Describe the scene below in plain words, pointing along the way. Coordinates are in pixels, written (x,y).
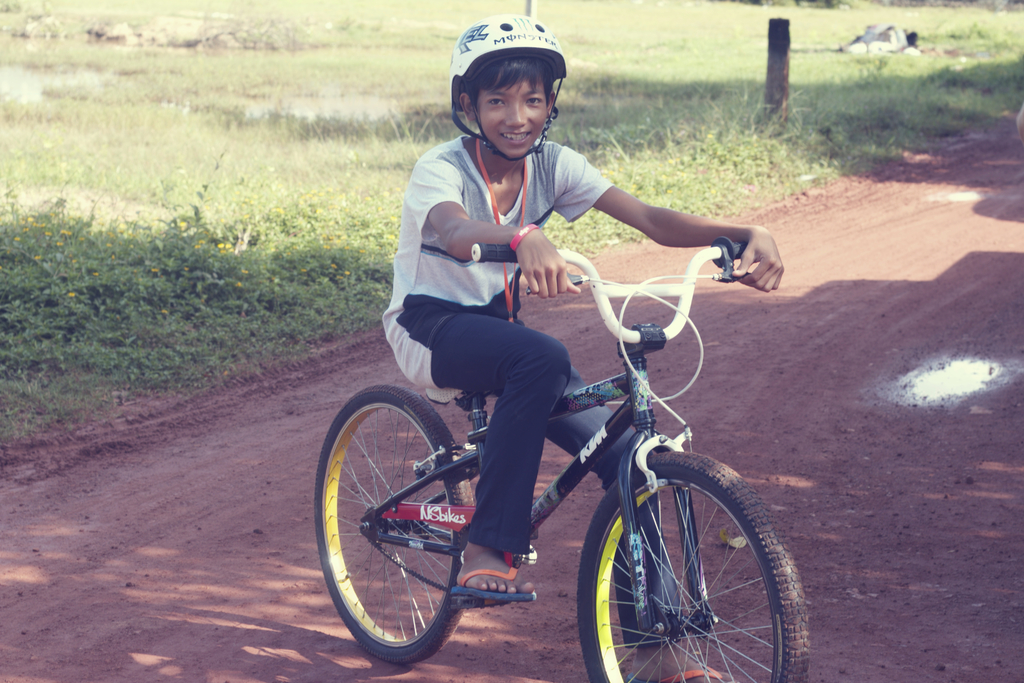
He is sitting on a bicycle (610,496). He is holding a bicycle handle (674,294). He is wearing a helmet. We can see in the background (658,175) grass (91,209) and stones (888,39).
